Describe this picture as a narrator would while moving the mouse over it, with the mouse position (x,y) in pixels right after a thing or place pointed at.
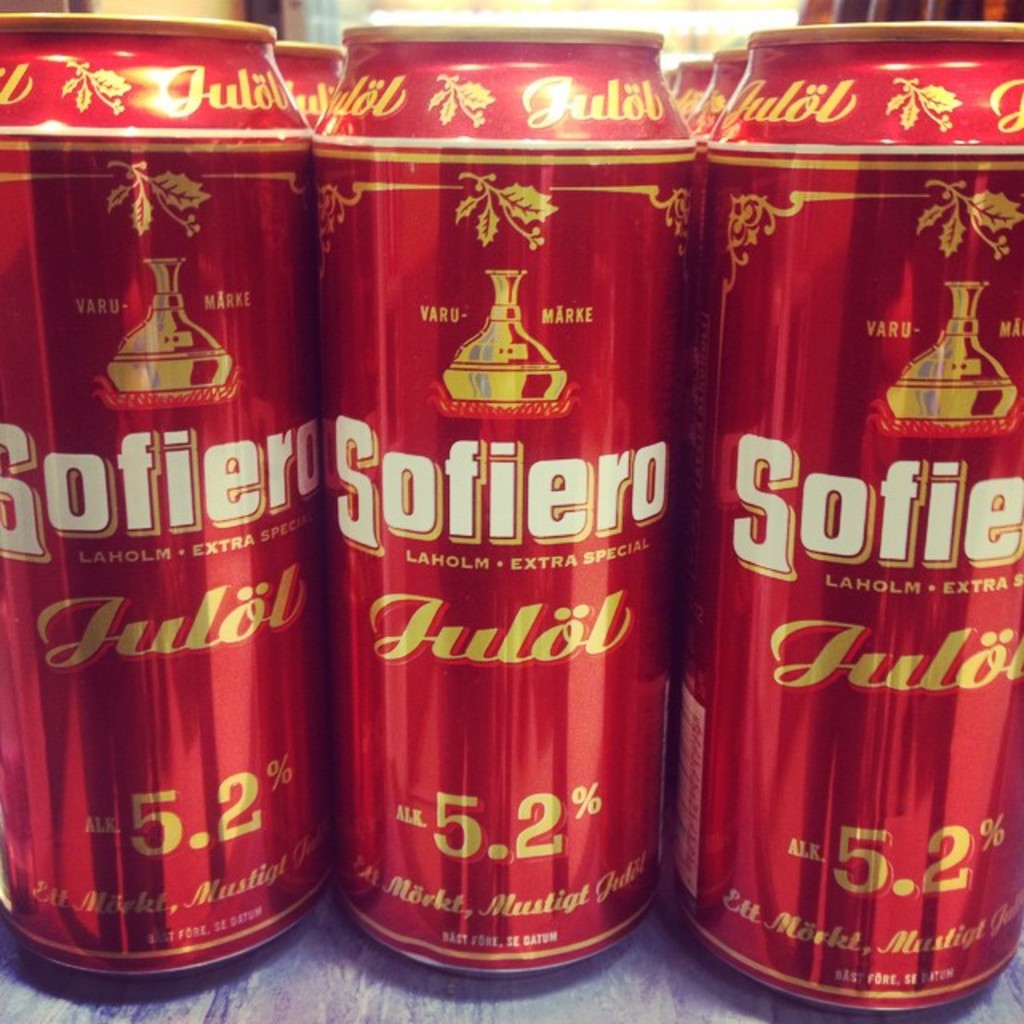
These are the cans (629,743) in dark red color, there are names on them.
